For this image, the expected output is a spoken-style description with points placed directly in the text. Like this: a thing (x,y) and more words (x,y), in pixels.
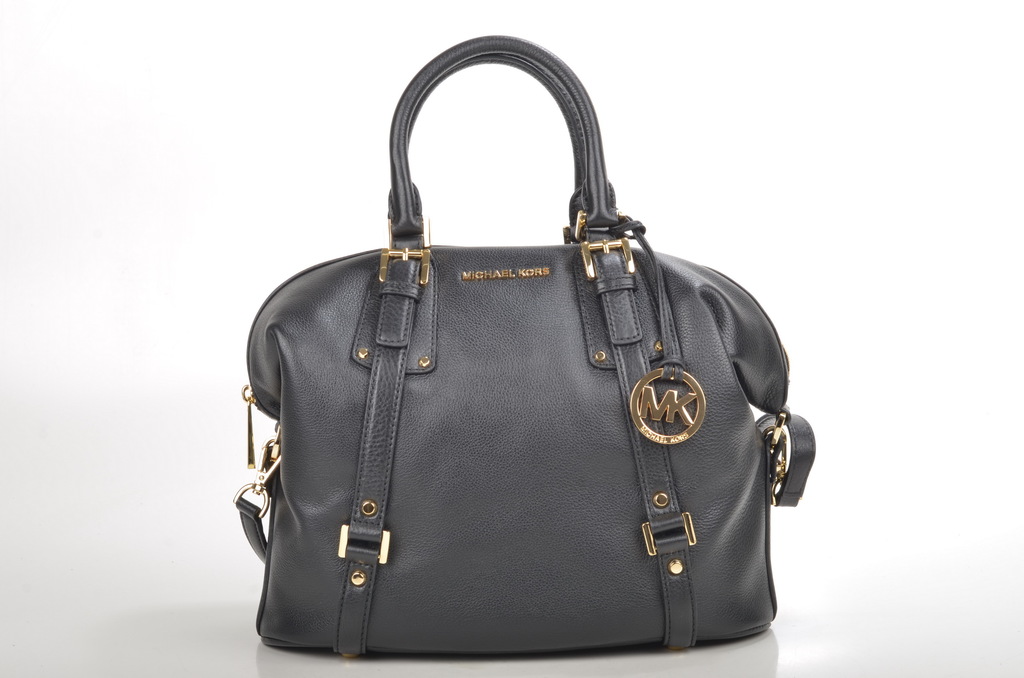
In this picture there is a handbag (729,341). It is black in color and text "Michael Kors" (473,274) is printed on it. It also has a logo MK (663,403) on the bag (344,445). It has zips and buckles (412,257) at the handles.
